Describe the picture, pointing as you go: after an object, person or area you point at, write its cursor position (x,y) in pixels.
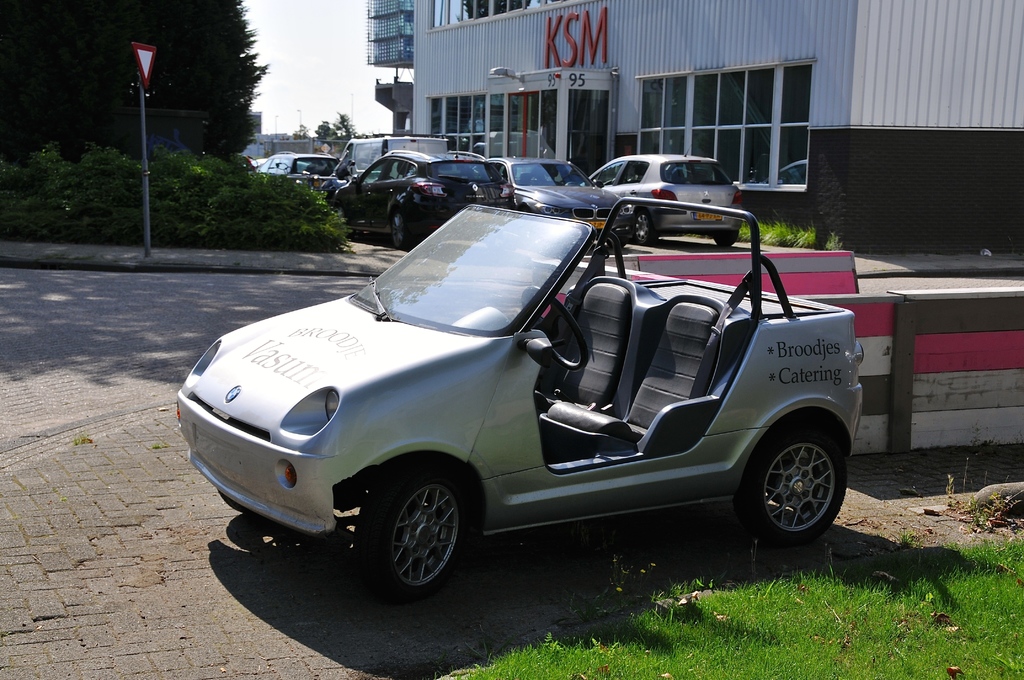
In this image, we can see so many vehicles (574,482). Here there is a road (172,301), pole (142,126), sign board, plants (162,224), trees (164,62). Top of the image (611,88), we can see a house (751,113) with walls (847,138) and glass windows (475,125). At the bottom (885,646), there is a grass (921,640).
